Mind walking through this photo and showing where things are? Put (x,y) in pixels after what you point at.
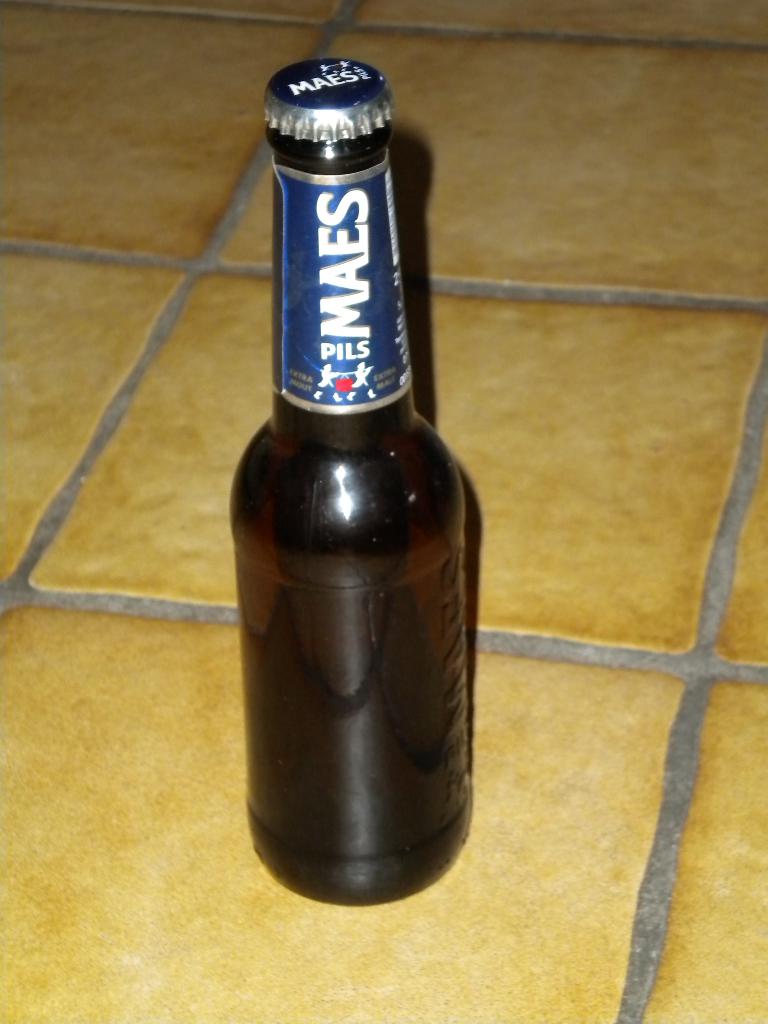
In the picture we can see a floor (513,919) with a tile (571,912), on it we can see a bottle (352,560) which is brown in color with a label (294,364) on it and a name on it as MAES pils.
